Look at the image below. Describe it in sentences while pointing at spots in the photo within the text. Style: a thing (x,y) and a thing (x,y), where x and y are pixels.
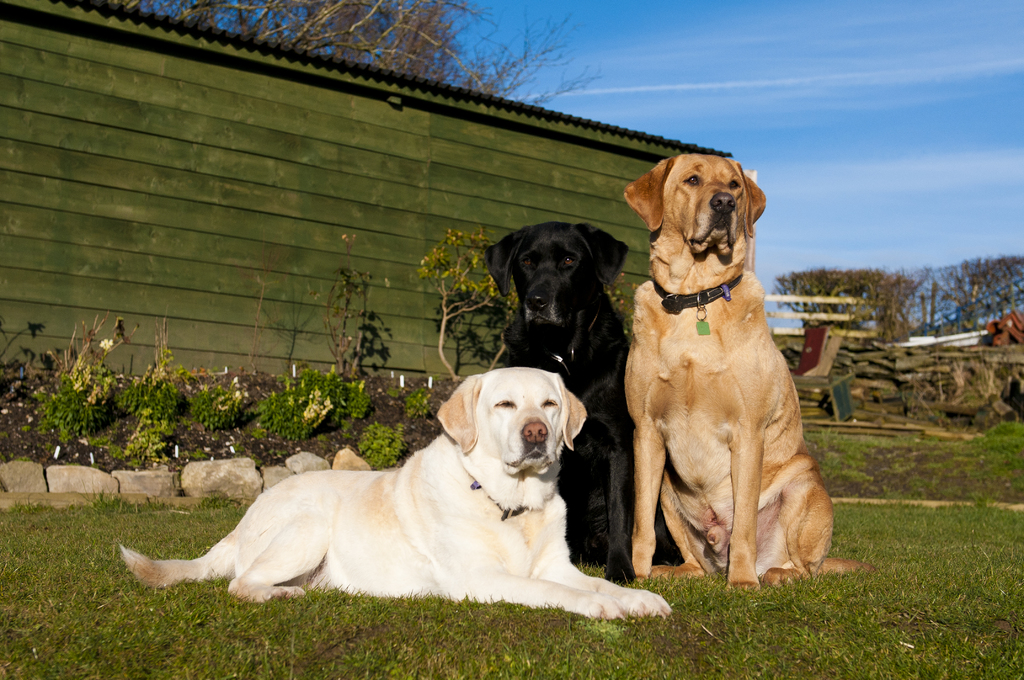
In the picture there are three dogs (701,378) on the ground (355,597), the white dog (329,570) is laying on the ground (705,647) and the remaining two dogs (656,333) are sitting on the ground (899,474). Behind them there is a wooden house (398,196) and in front of the house (494,334) there are some plants (363,385) and in the background (878,280) there are tall trees (884,297) and some other items (884,366).
